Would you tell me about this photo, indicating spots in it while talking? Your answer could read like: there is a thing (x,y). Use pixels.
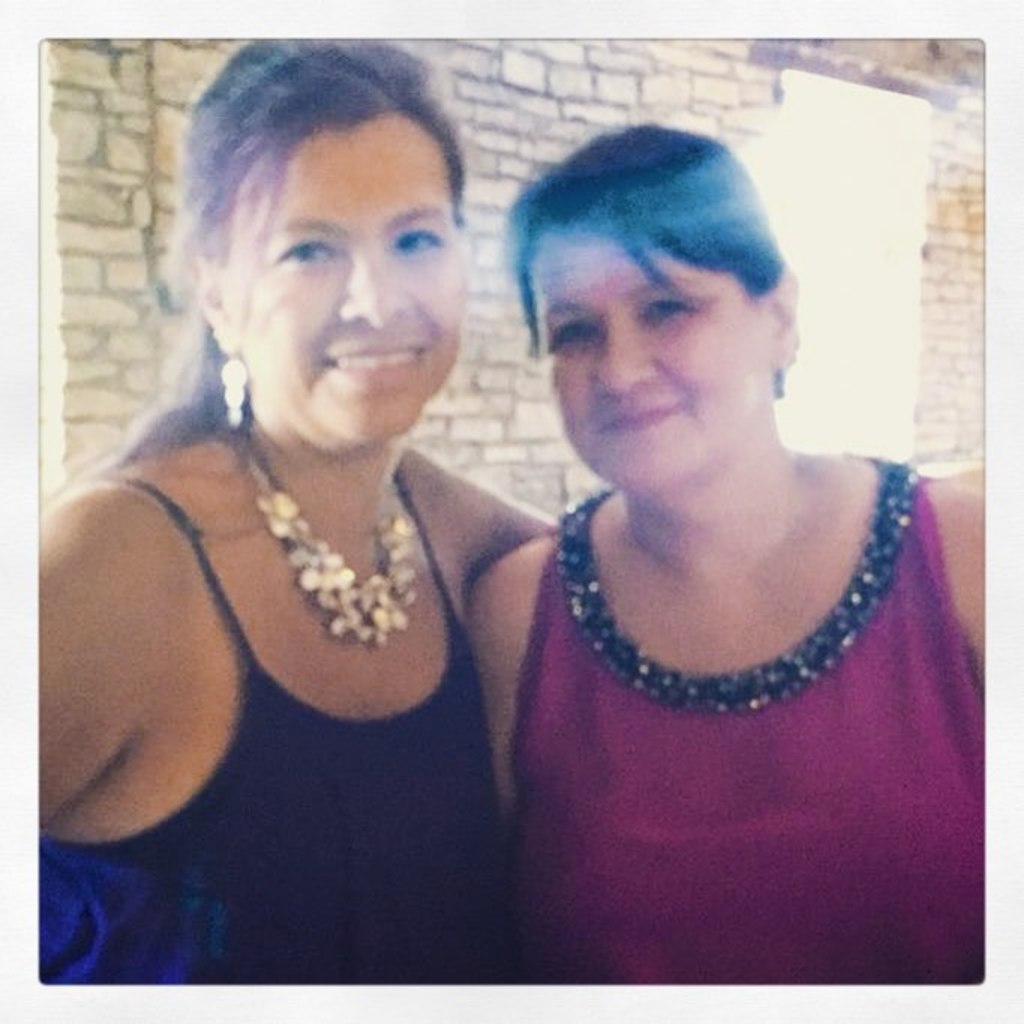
The woman (408,569) in blue dress (321,834) is standing beside the woman (582,780) who is wearing a purple dress (779,719). Both of them are smiling and they are posing for the photo. Behind them, we see a wall (508,90) which is made up of stones (648,86). On the right side (895,198), we see a window (814,232).
